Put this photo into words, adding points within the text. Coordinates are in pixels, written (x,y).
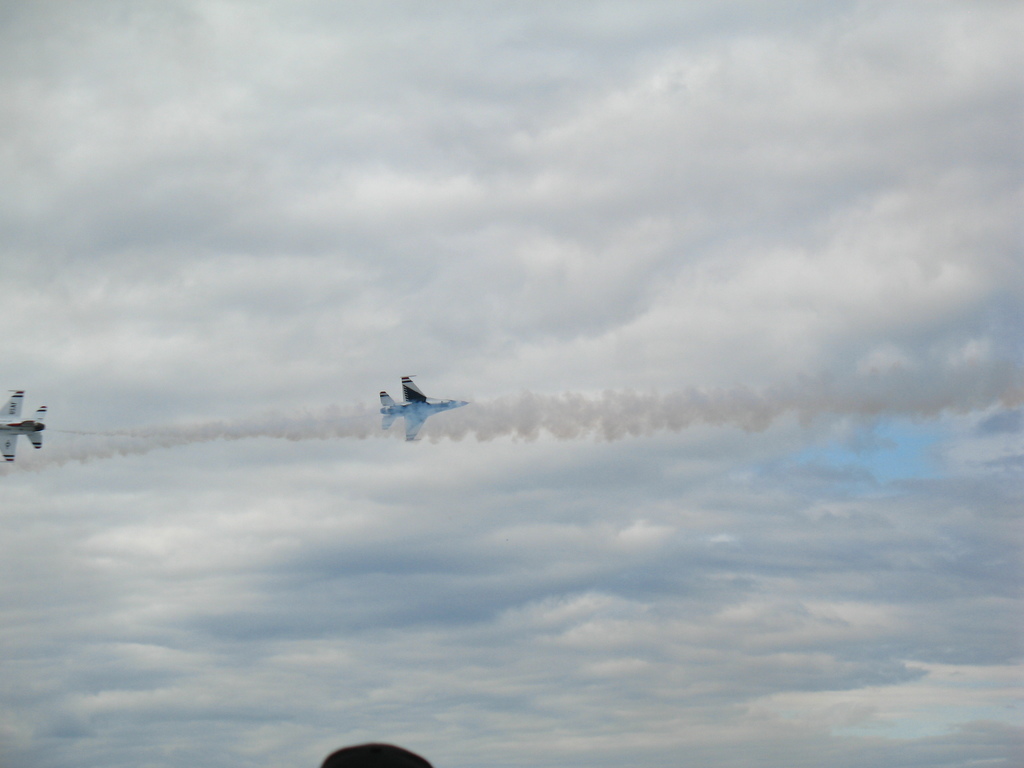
This picture is clicked outside the city. In the center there is an aircraft (386,393) flying in the sky (398,459). On the left corner (20,394) there is another aircraft (22,425) flying in the sky (65,311). In the background (318,168) we can see the sky (405,324) which is full of clouds (591,297).
